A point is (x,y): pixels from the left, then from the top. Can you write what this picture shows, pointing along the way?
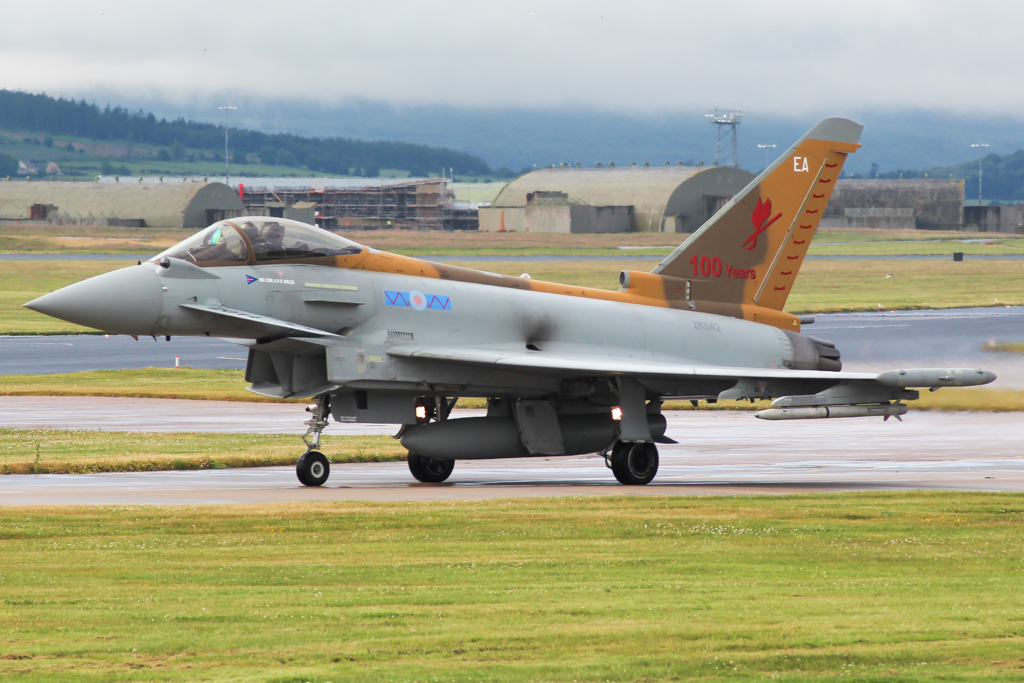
In this picture we can see an aeroplane (775,203) on the road (863,427). Here we can see grass (199,392), sheds (72,193), poles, tower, and trees (1005,202). In the background (839,74) there is sky (976,23).
